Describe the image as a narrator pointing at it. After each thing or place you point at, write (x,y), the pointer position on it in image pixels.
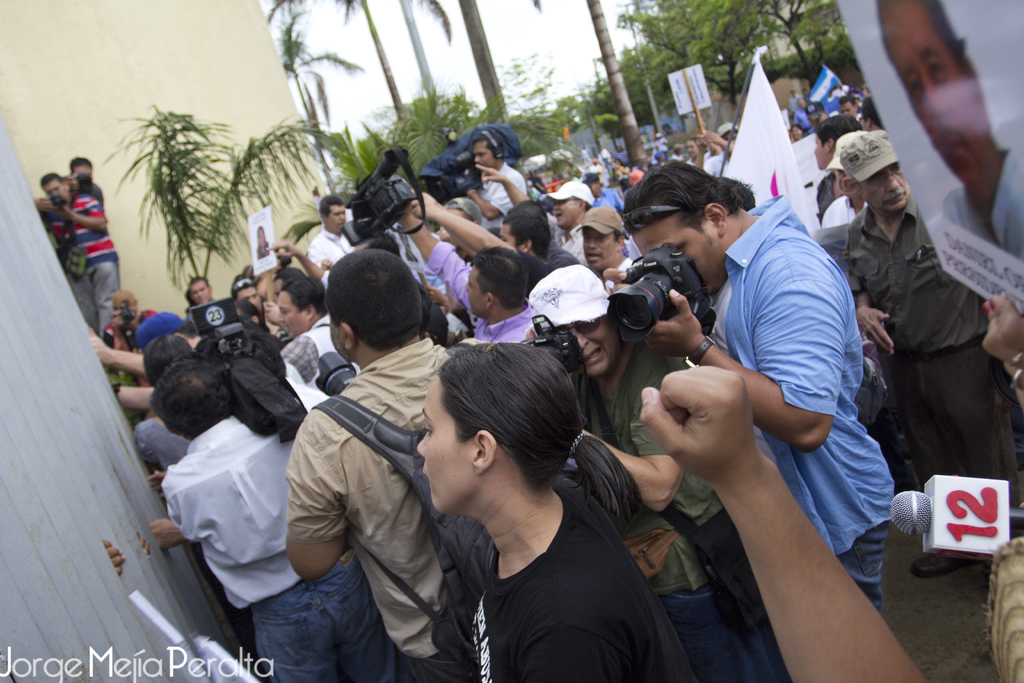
In this image we can see some people (519,275) standing and we can also see boards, cameras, trees (336,161), plants (340,146) and wall (60,15).
